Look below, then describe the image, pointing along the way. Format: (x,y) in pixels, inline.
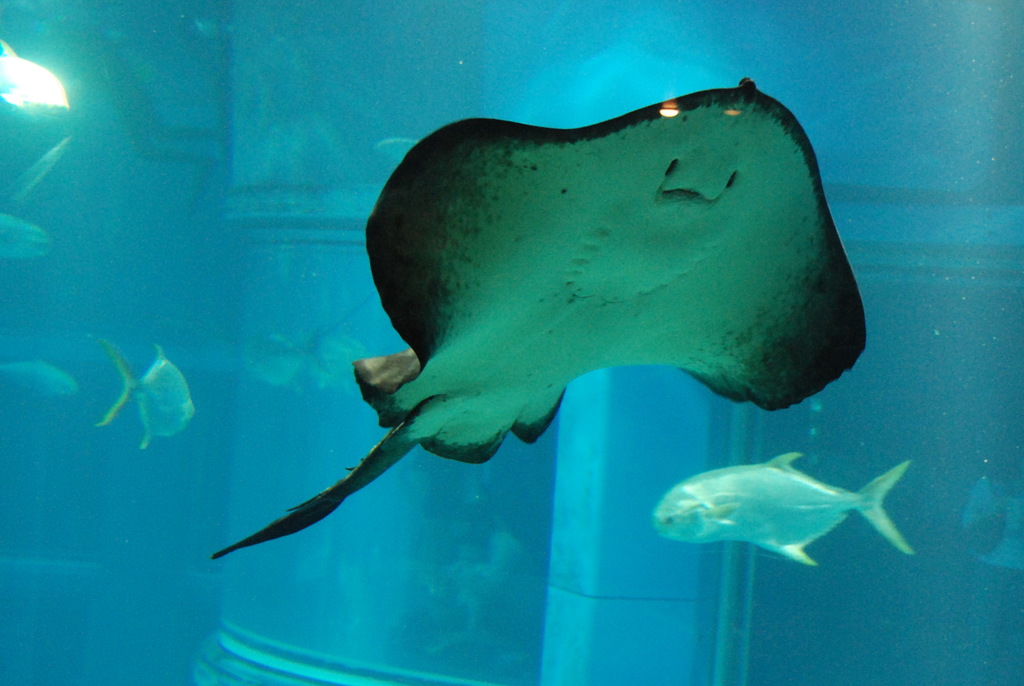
In the picture we can see some fishes (787,506) in an aquarium (364,623).
